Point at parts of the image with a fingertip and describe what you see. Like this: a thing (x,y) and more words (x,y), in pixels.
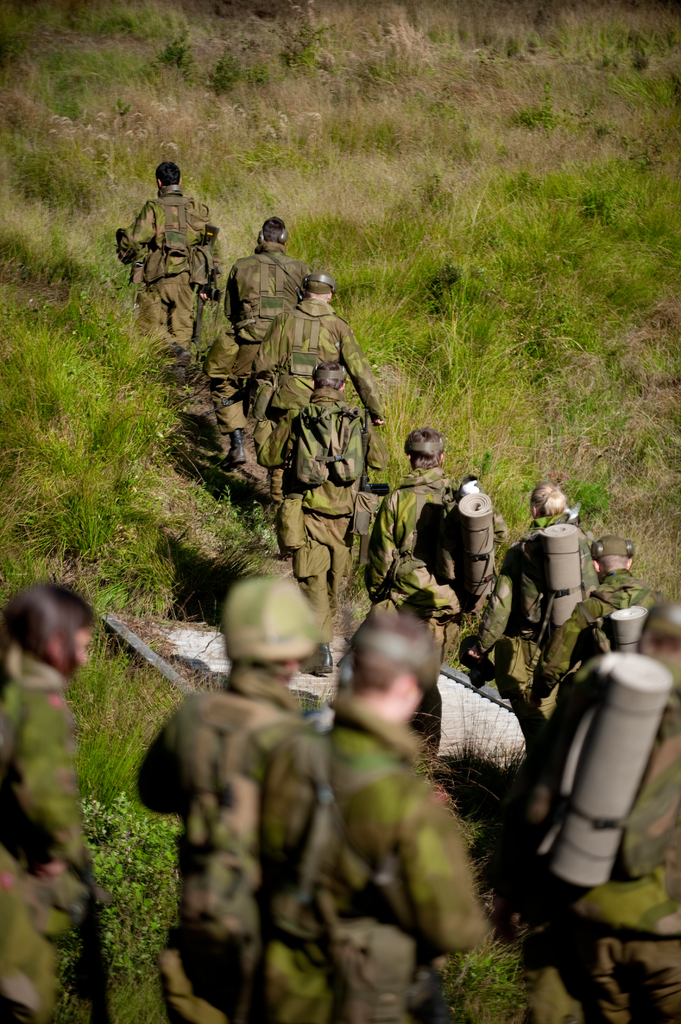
This picture shows few people (308,522) helmets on their heads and few wore backpacks (456,573) on their back (521,601) and walking and we see grass (167,146) on the ground (533,323).
